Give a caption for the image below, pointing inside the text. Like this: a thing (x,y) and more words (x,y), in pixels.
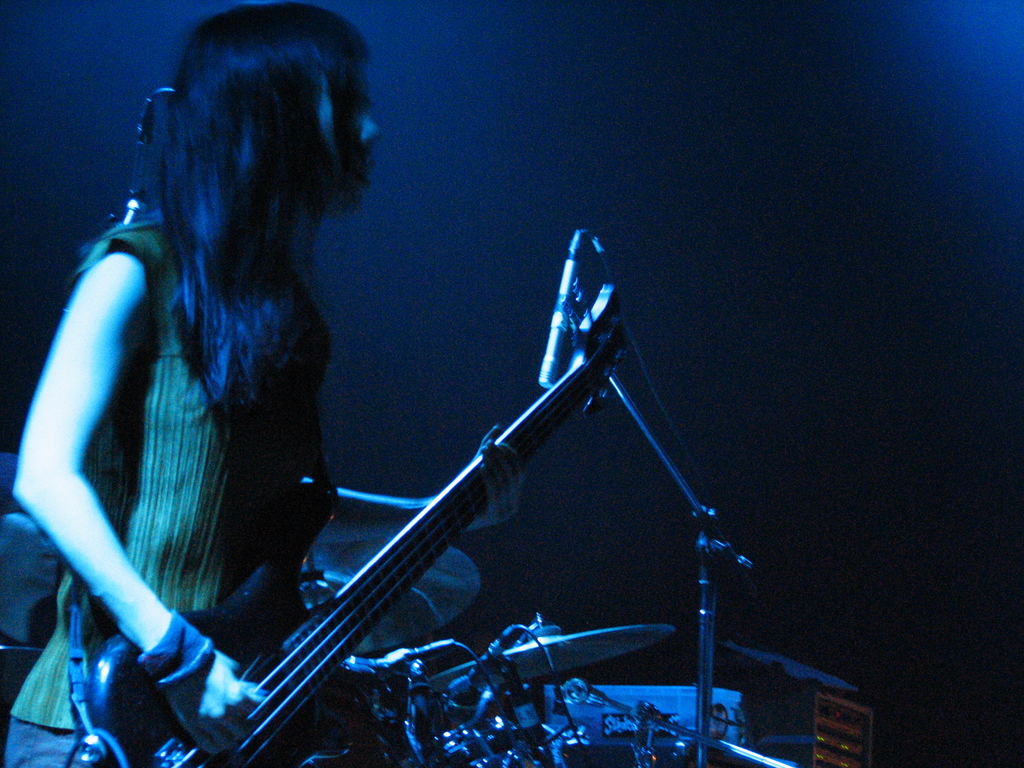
In this picture we can see woman (224,332) holding guitar (275,687) in her hand (217,684) and playing and in front of her we have mic (668,461), some more musical instruments (594,653).
